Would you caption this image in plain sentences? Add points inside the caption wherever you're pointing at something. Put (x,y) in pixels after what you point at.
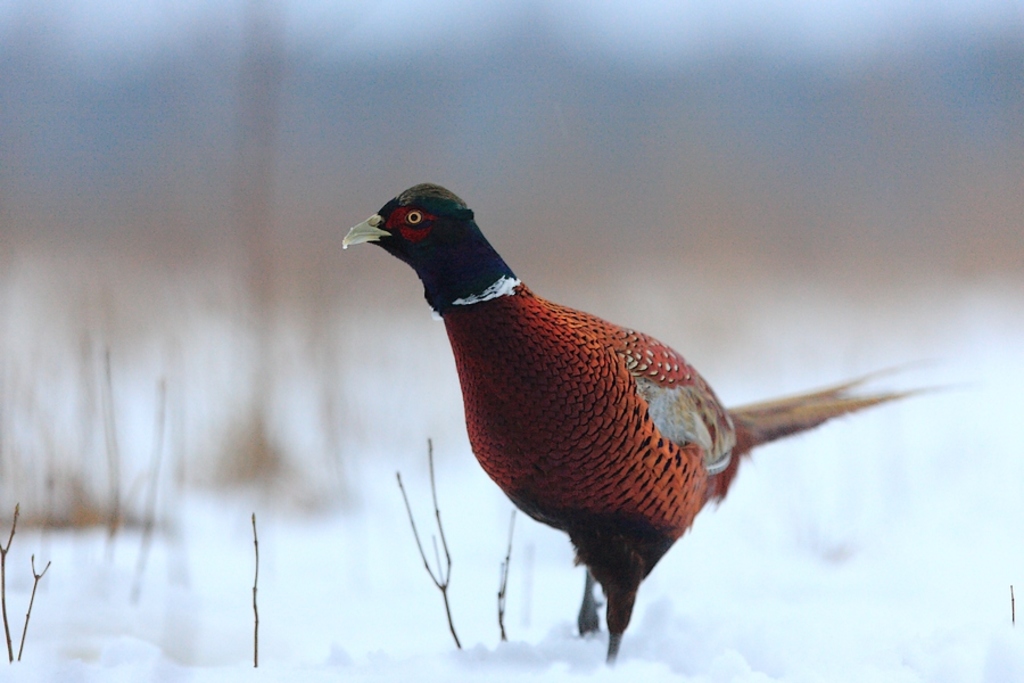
In this image I can see a bird (616,430) which is orange, ash, black, white and red in color is standing on the snow (631,636) and I can see the blurry background (97,76).
